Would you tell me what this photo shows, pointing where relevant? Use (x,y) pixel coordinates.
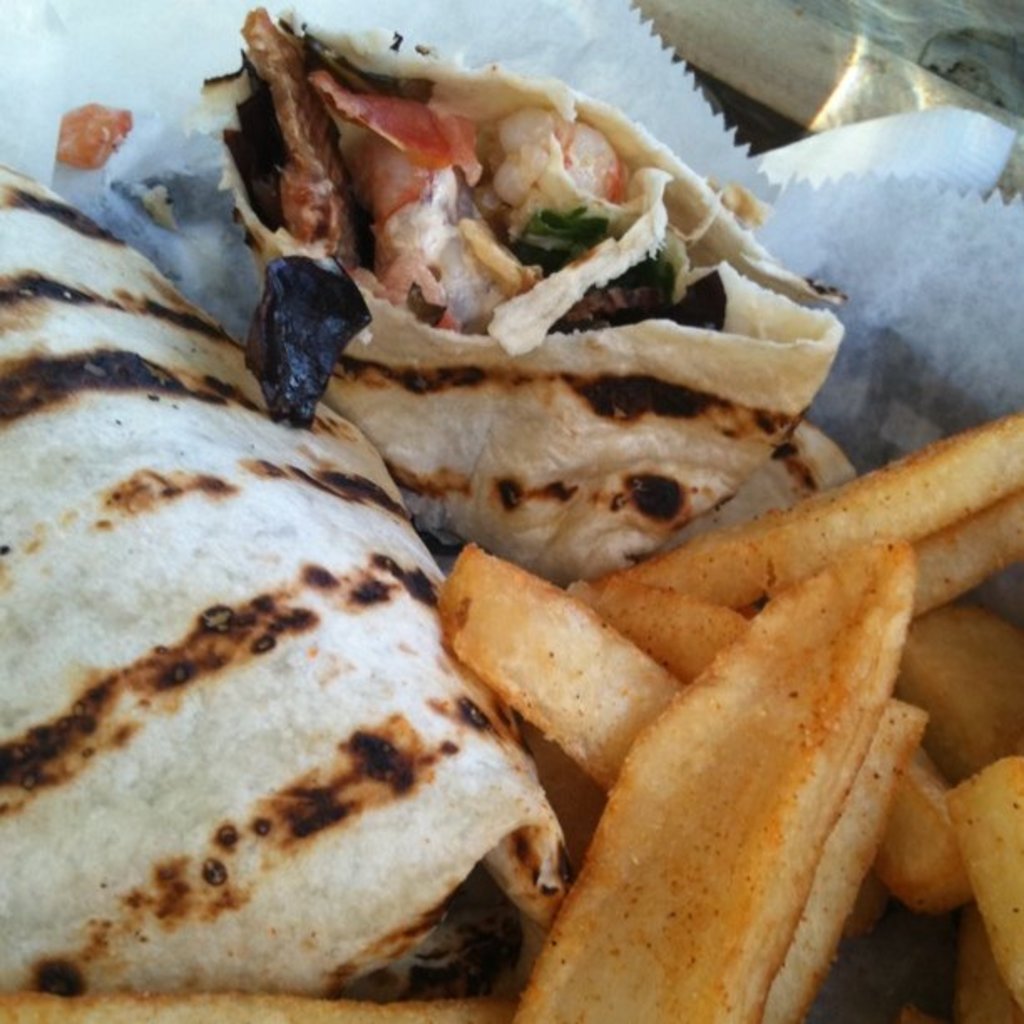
In this image we can see some food (589,475) in the paper plate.
